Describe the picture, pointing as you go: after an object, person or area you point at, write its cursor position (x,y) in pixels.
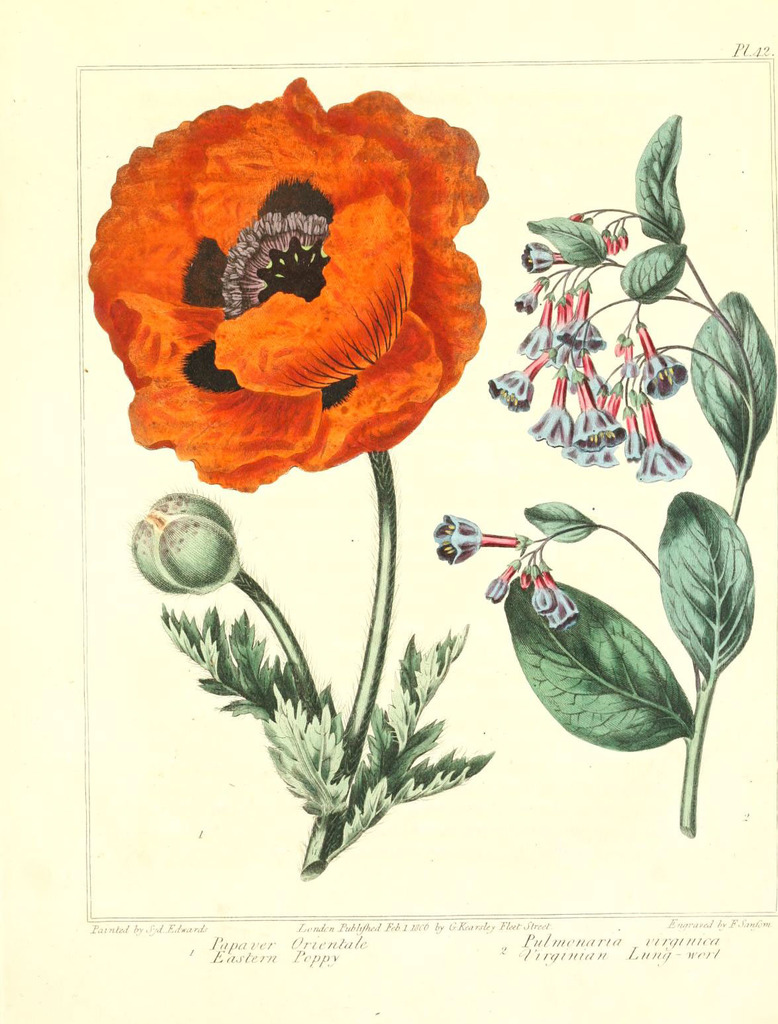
This is a paper (24,647) in this image there is a picture of flowers (149,312), leaves (666,539) and at the bottom (366,945) there is text (589,945).
